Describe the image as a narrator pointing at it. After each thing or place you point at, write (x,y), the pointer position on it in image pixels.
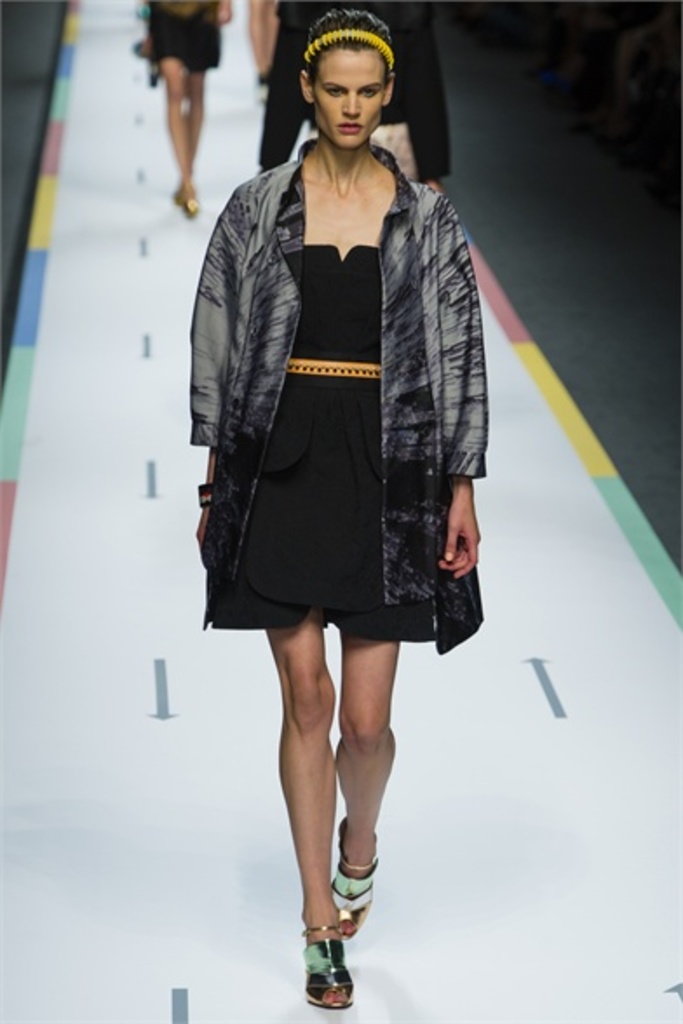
In this image we can see women (316,694) walking on the ramp (48,243).
